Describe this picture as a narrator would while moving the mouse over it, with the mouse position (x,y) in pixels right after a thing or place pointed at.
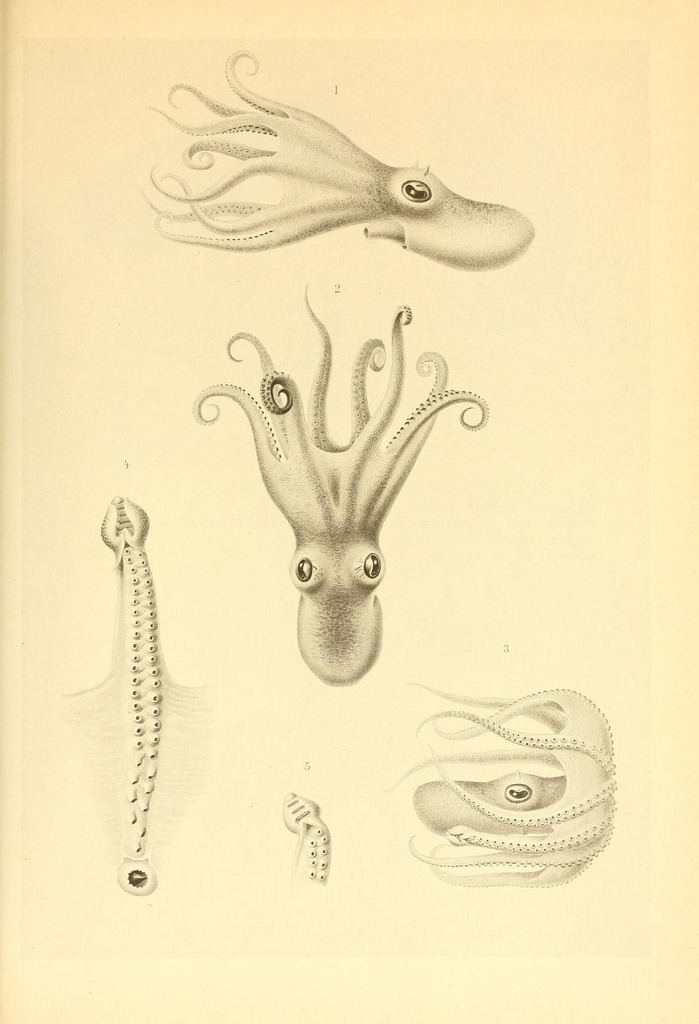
This looks like a paper (193,249). I can see the pictures (517,251) of the octopus (328,534) and the parts (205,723) of it.
